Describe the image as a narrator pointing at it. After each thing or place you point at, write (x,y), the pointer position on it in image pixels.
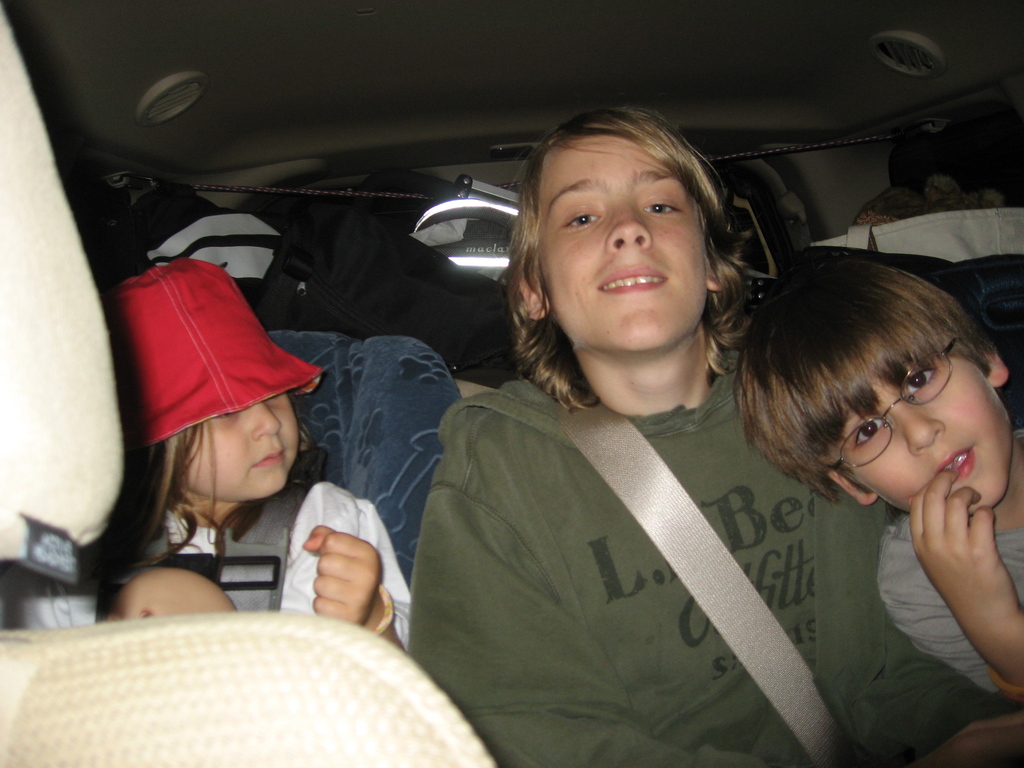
In the image we can see there are people (460,576) who are sitting in car (411,584) and they have put on seat belt (809,730) and the girl (229,366) is wearing red colour cap (266,361).
